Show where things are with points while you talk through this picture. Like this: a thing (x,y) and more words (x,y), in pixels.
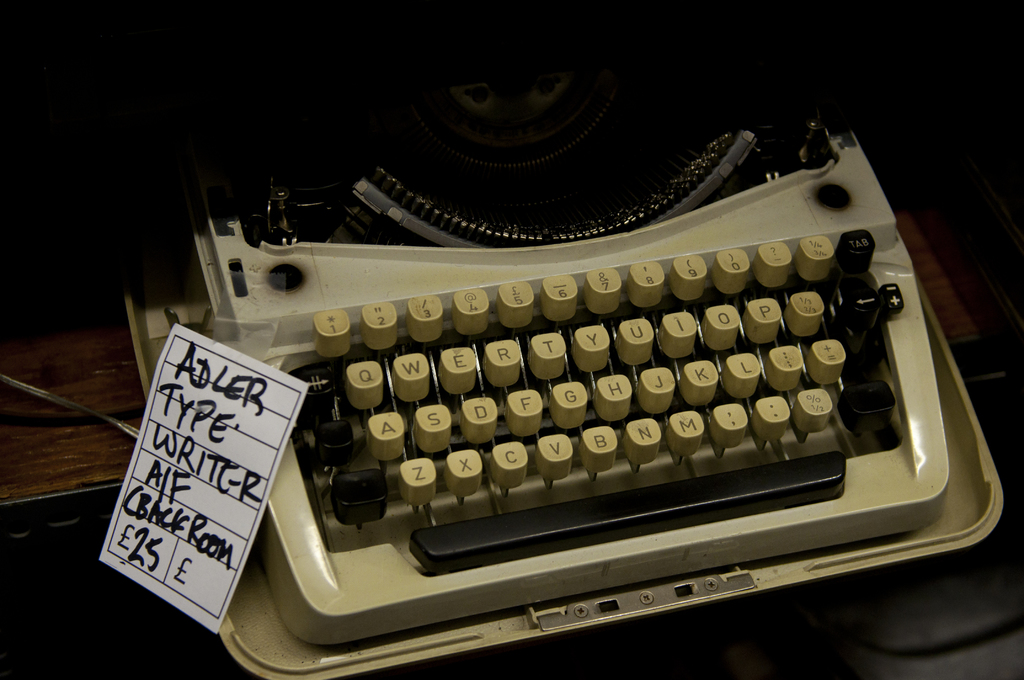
In the center of the image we can see a table (48,436). On the table (10,412) we can see a typewriting machine (508,328), paper (283,433) and wire (96,417). At the top (679,67), the image is dark.
